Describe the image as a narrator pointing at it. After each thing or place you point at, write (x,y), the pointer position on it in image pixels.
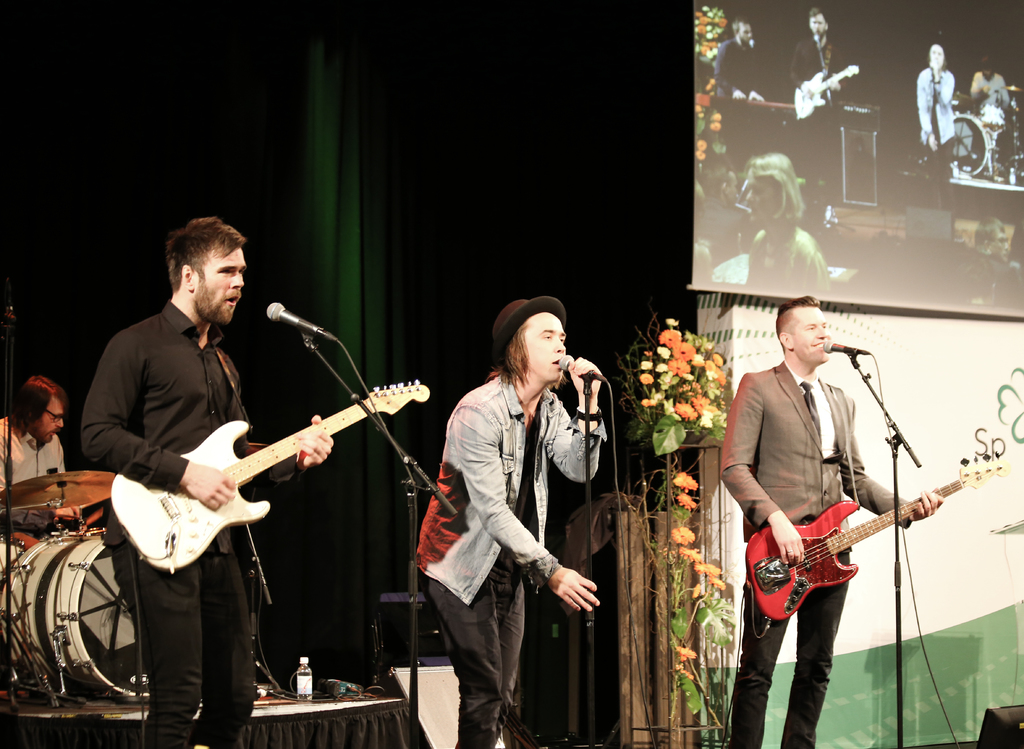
In this picture there are three guys (496,351) who are singing and playing guitar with mic (313,331) in front of them. The background (333,212) is black in color.
